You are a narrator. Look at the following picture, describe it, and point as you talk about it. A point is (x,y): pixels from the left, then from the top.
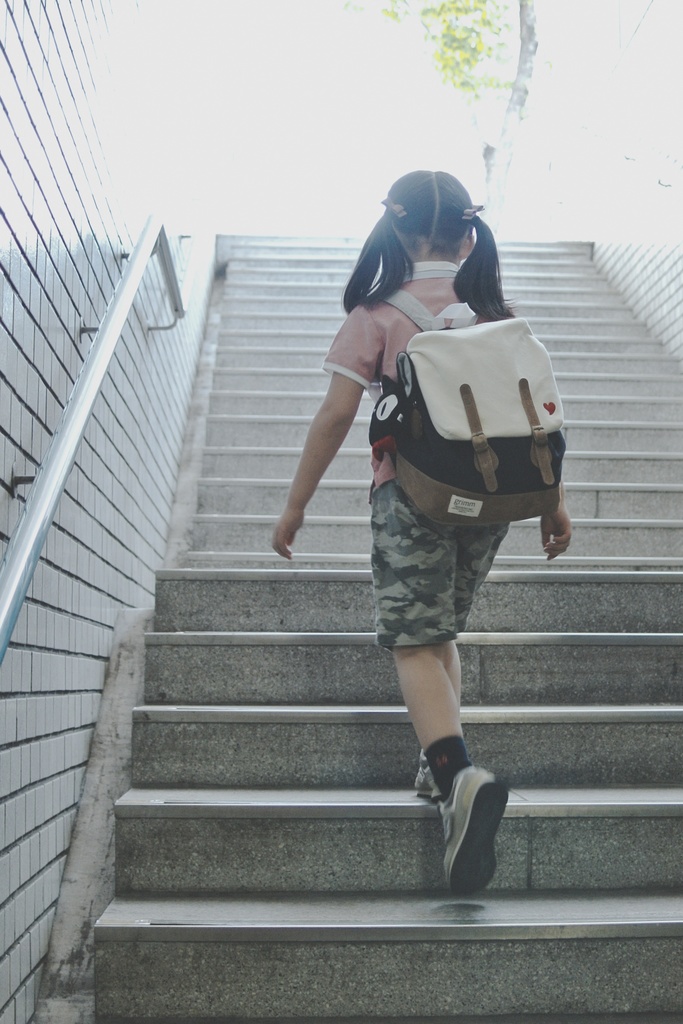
In this image there are staircases (281,570), the girl (443,729) is climbing stairs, the girl (424,723) is carrying the bag (478,434).
